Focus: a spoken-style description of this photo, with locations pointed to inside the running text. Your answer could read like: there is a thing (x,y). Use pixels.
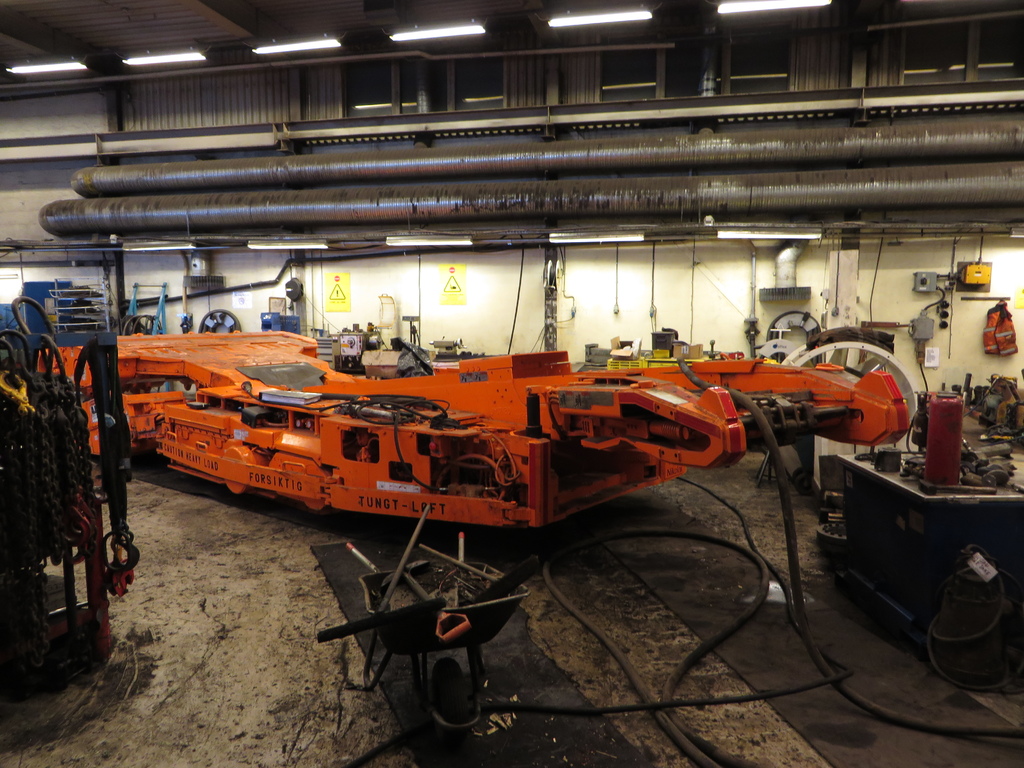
This image consists of machines (336,427). It looks like a manufacturing unit (924,371). At the bottom (163,721), there is a floor (193,599). At the top (164,48), there is a roof (219,28) along with lights (304,48).
